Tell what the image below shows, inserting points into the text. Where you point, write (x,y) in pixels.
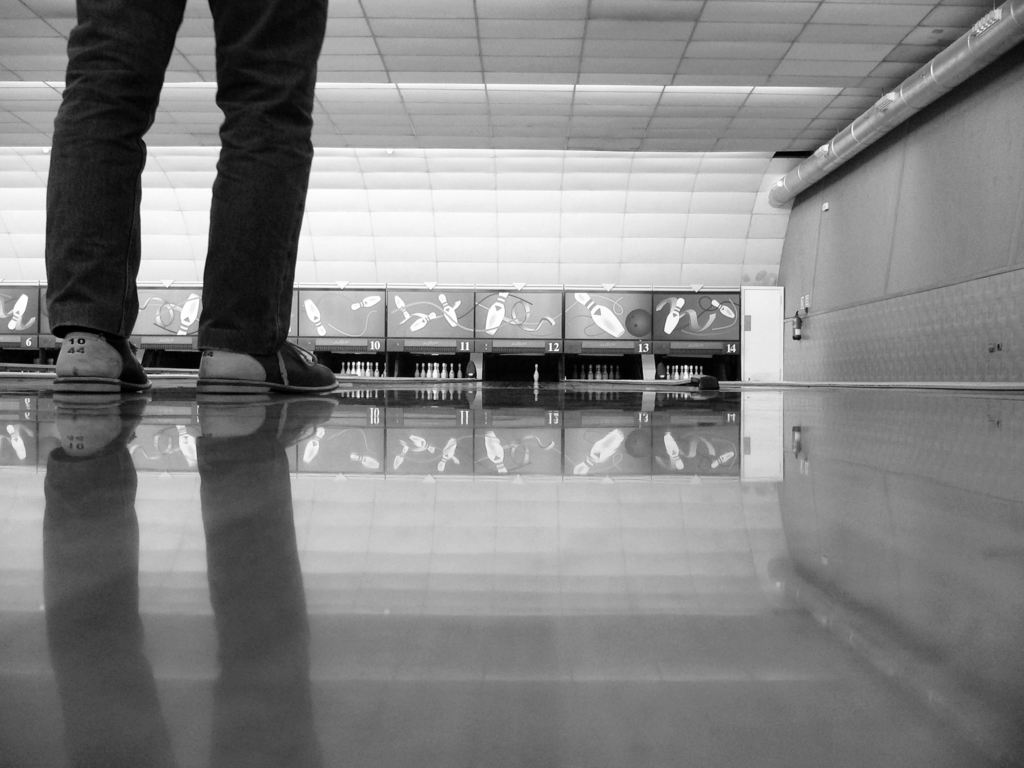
It looks like a black and white picture. We can see the legs (126,154) of a person (216,41). In front of the person (231,231) there are bowling alleys (455,360) and boards (418,296). On the right side of the image (966,57), it looks like a fire extinguisher (793,323) and a pipe (961,71).
